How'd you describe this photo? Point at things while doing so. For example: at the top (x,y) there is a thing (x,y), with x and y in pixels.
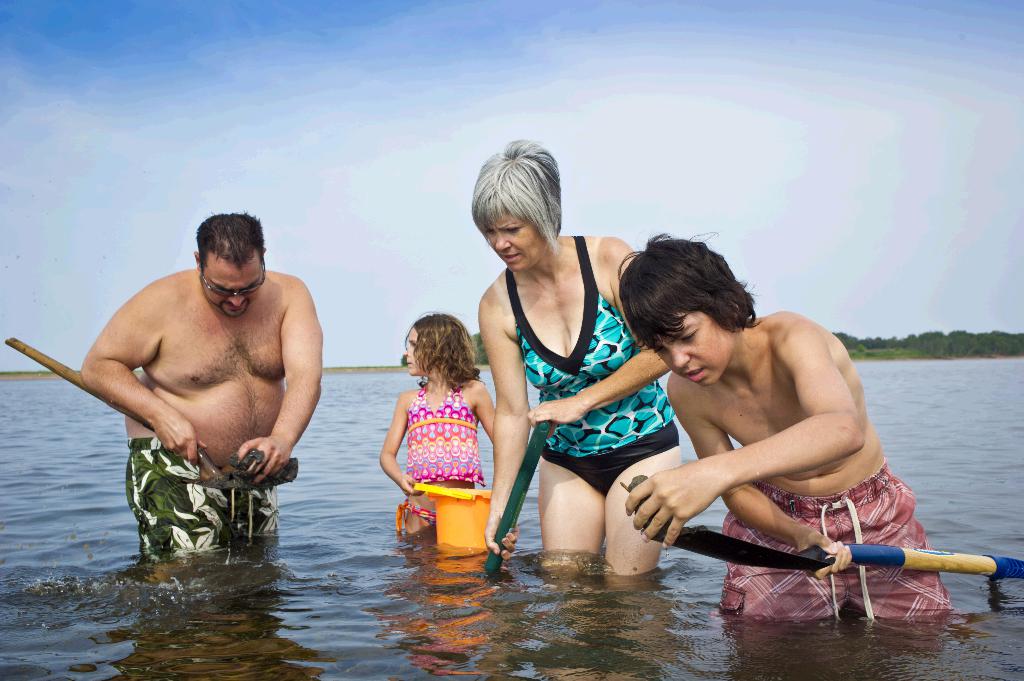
In the picture I can see four persons (484,323) in the water (383,545). I can see a man (293,406) and a boy (788,487) holding the shovel tool (293,470) in their hands (664,522). I can see a girl (470,454) holding the plastic bucket (447,518) in her hands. I can see a woman (490,516) and looks like she is also holding the shovel tool (523,469) in her hand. In the background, I can see the trees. There are clouds (650,115) in the sky (684,136).
